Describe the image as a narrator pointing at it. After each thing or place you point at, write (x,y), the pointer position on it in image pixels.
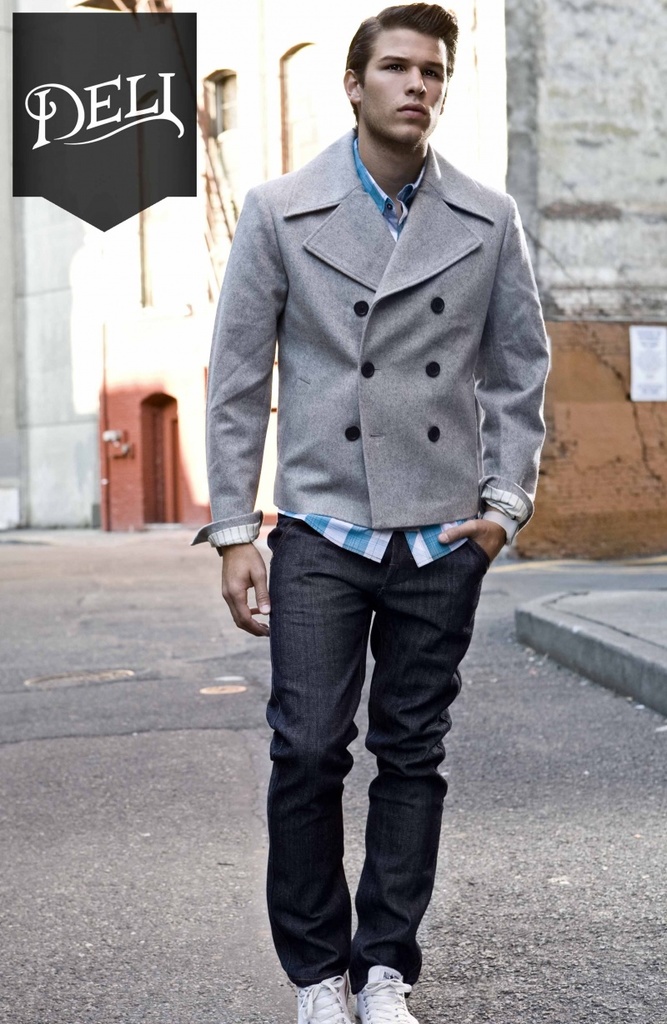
In this image I can see a person (417,486) standing and wearing ash (371,410), blue and white color dress (374,540) and pant (419,848). Back I can see a building (515,104).
